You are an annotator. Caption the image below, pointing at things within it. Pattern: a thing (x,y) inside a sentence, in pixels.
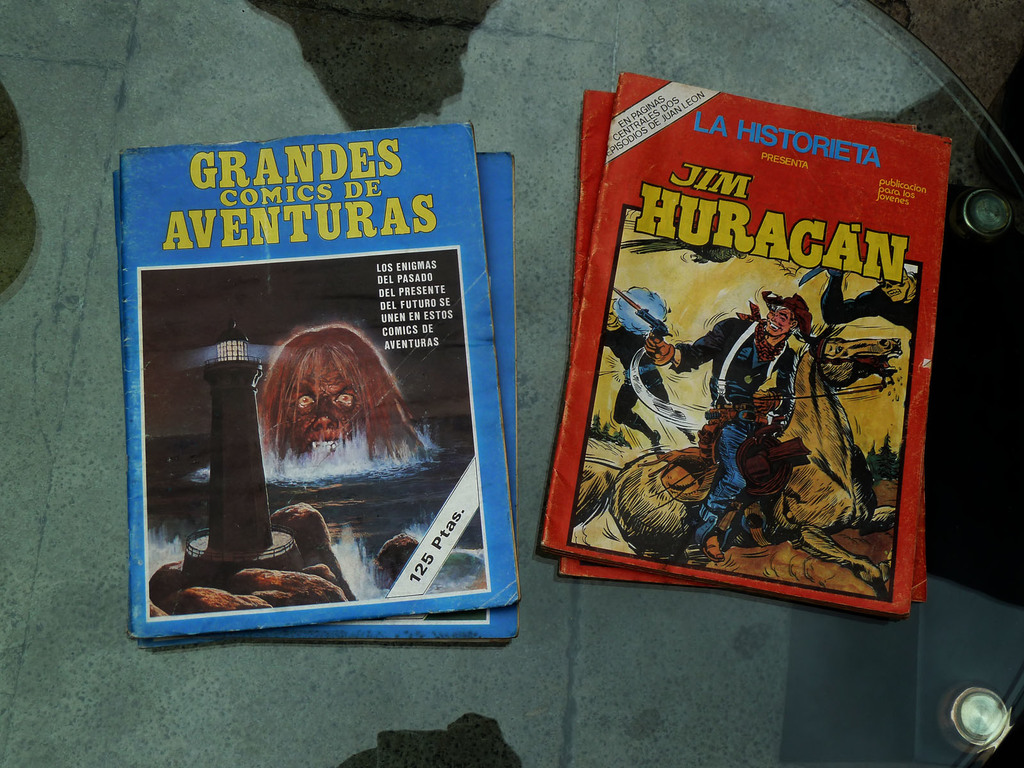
In this picture I can see four books (761,378) on the glass table (332,745).
